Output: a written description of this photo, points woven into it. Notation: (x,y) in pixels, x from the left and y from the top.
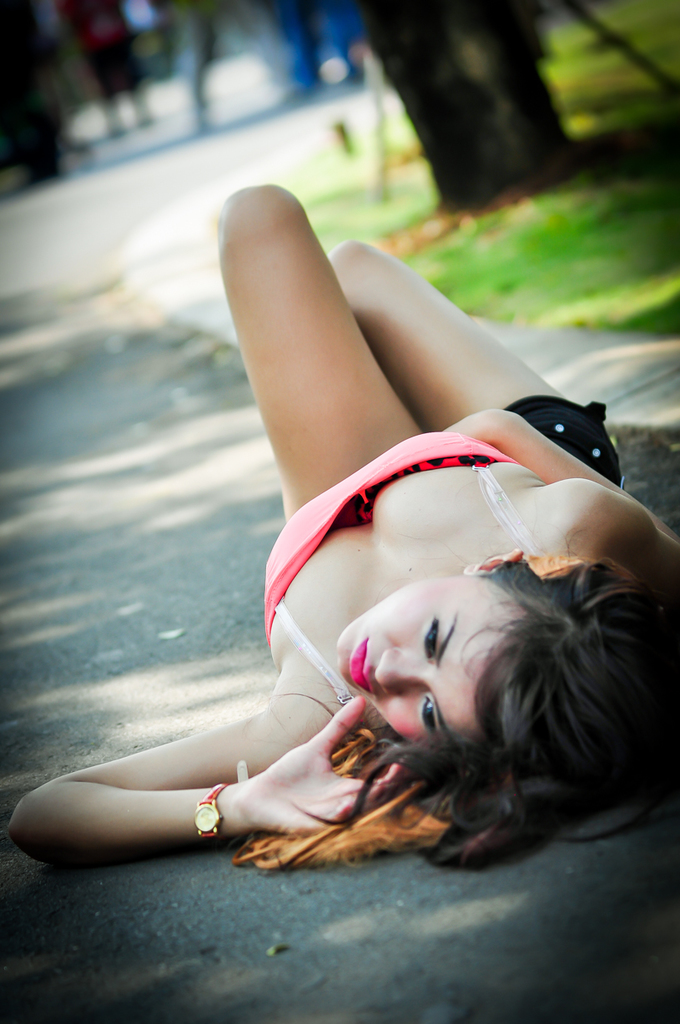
In this image, we can see a lady (339,617) lying on the road (334,910) and in the background (192,95), there are some other people (296,58) and we can see a trunk (474,133) of a tree (552,140).
